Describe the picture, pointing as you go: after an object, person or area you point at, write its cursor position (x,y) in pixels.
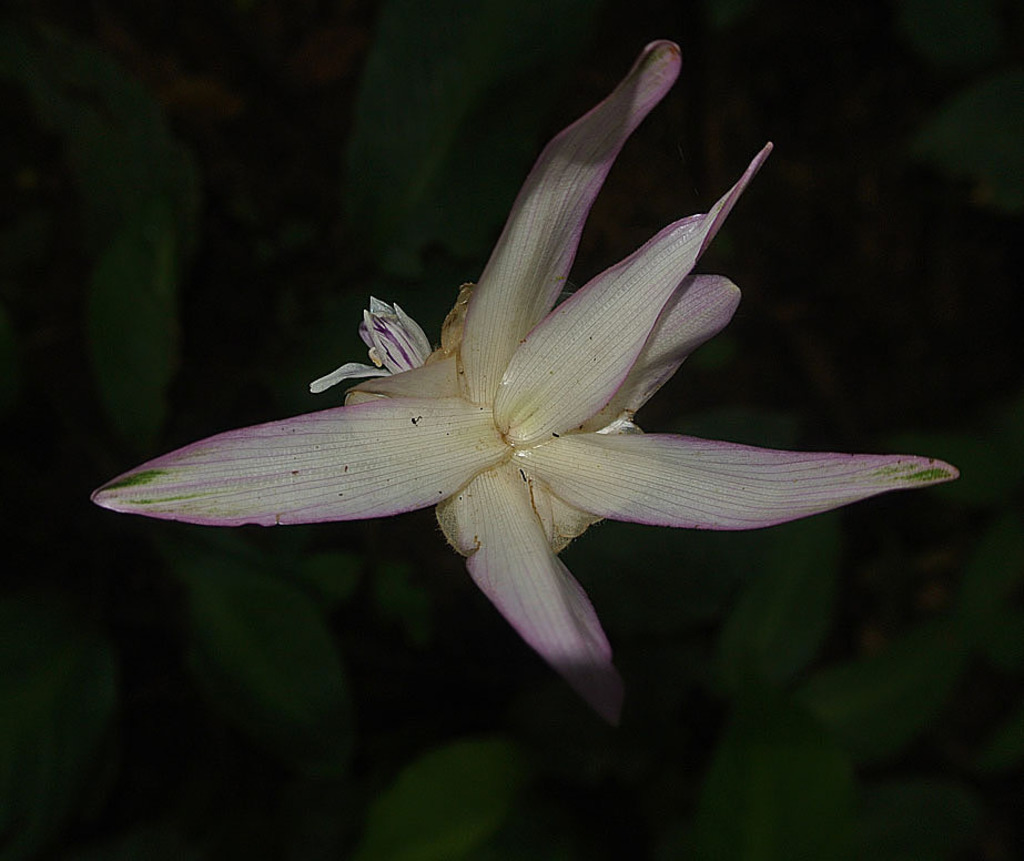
In this image we can see a flower (378,380). In the background (242,560), we can see group of plants (179,573).
